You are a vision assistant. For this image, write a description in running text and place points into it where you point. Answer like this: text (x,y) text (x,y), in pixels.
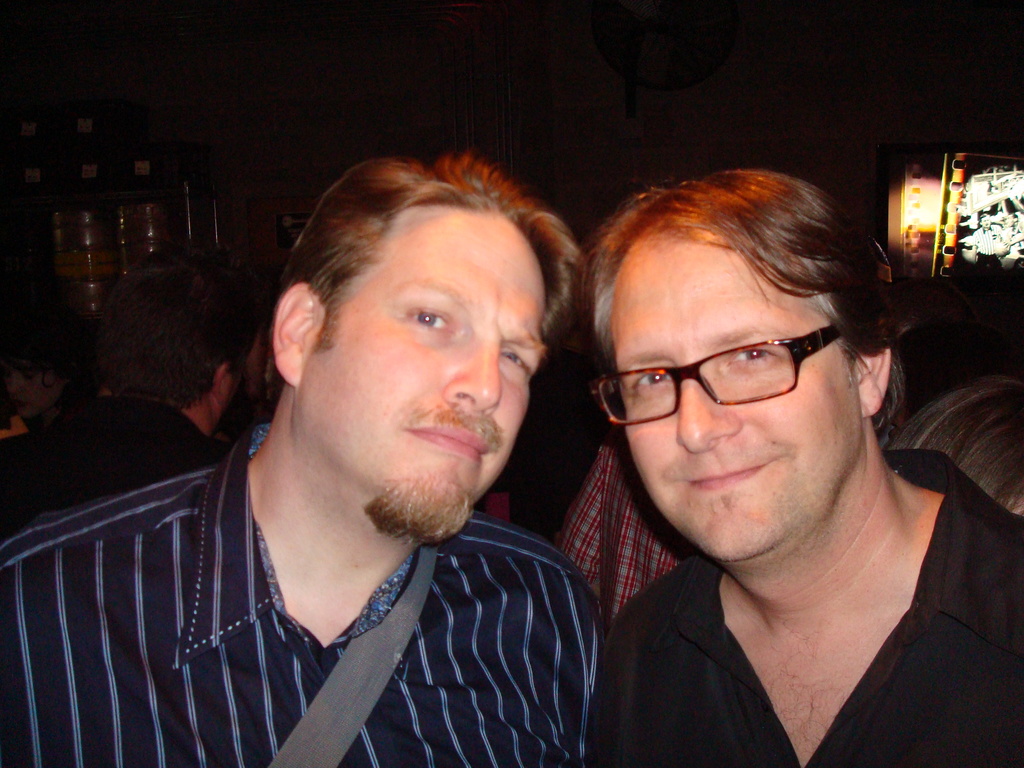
In this picture we can see two persons (492,541), among them one person (732,436) is wearing spectacles (741,353), behind we can see few people (108,369).
